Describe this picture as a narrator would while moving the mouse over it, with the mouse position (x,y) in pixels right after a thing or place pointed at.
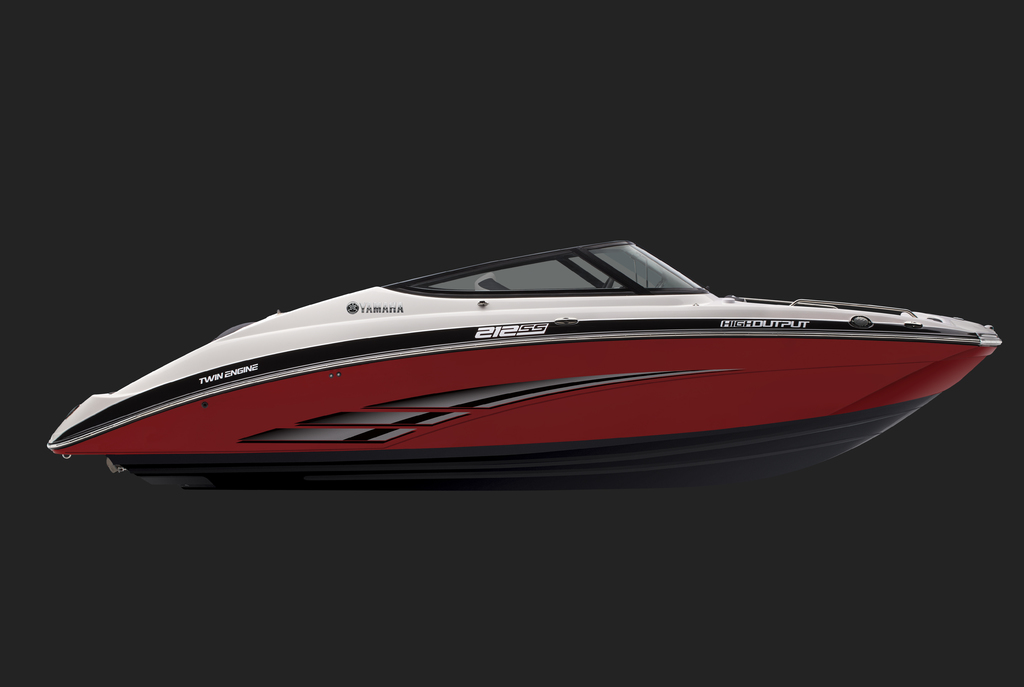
In the image there is a boat (625,318) with names (231,370) and glass windows (463,287). Behind the boat (535,303) there is a dark background (464,114).
